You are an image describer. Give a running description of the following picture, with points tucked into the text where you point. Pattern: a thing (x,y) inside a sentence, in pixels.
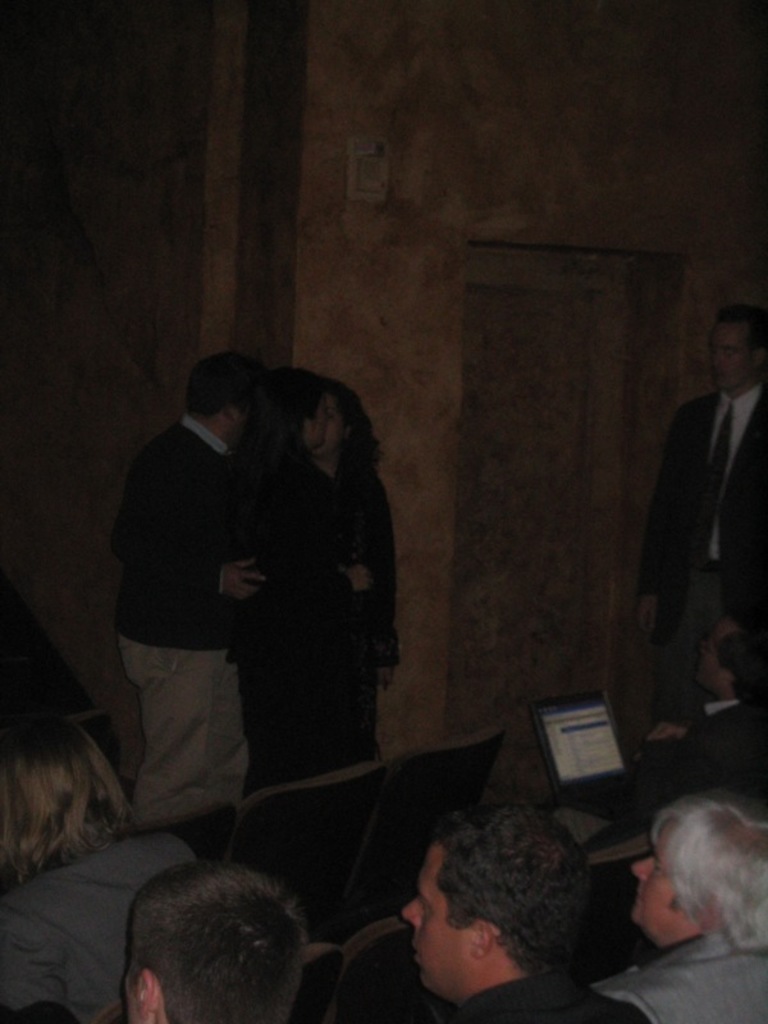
In this picture we can see a group of people (522,992) where some are sitting on chairs (440,750) and three are standing, laptop (578,718) and in the background (145,169) we can see the wall (582,215).
